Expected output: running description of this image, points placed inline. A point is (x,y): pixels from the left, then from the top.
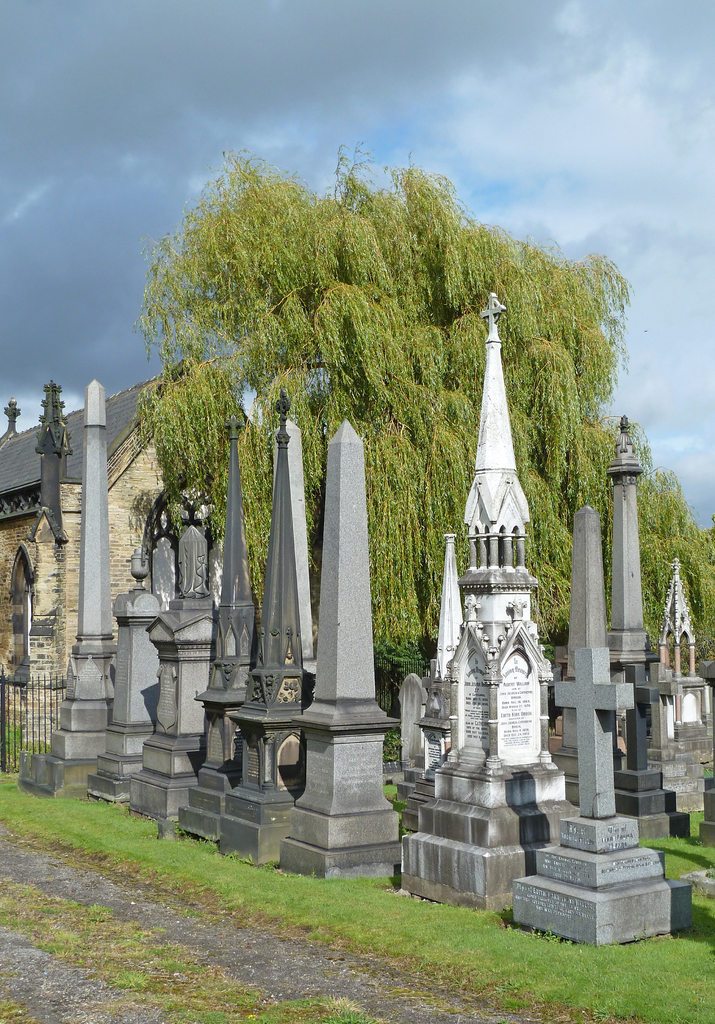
In this image, we can see monument stones (517,745). There is a tree (466,352) in the middle of the image (427,391). There is a roof house (28,447) on the left side of the image (55,521). There are clouds (328,41) in the sky (617,109). At the bottom of the image (270,893), we can see some grass (254,996).
